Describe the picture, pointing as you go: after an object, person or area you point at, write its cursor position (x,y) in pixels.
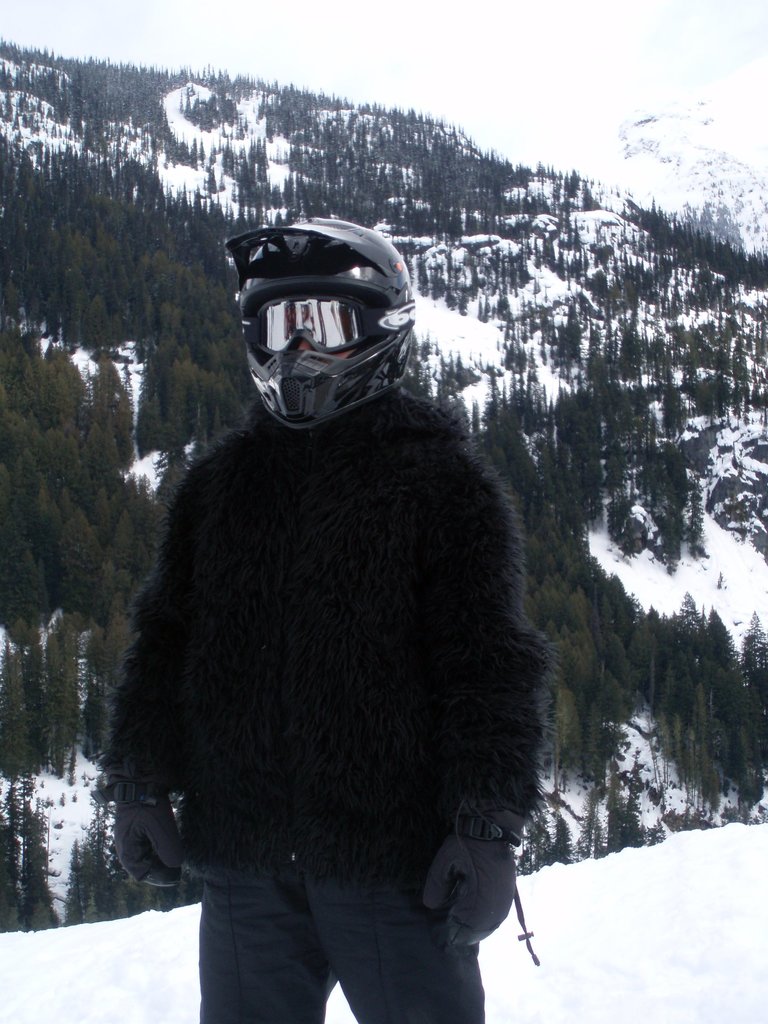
In the center of the image (316,595) we can see one person (306,710) is standing and he is wearing a helmet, jacket (387,765) and gloves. In the background (742,260) there is a hill (51,858), trees (145,886) and snow (569,999).
